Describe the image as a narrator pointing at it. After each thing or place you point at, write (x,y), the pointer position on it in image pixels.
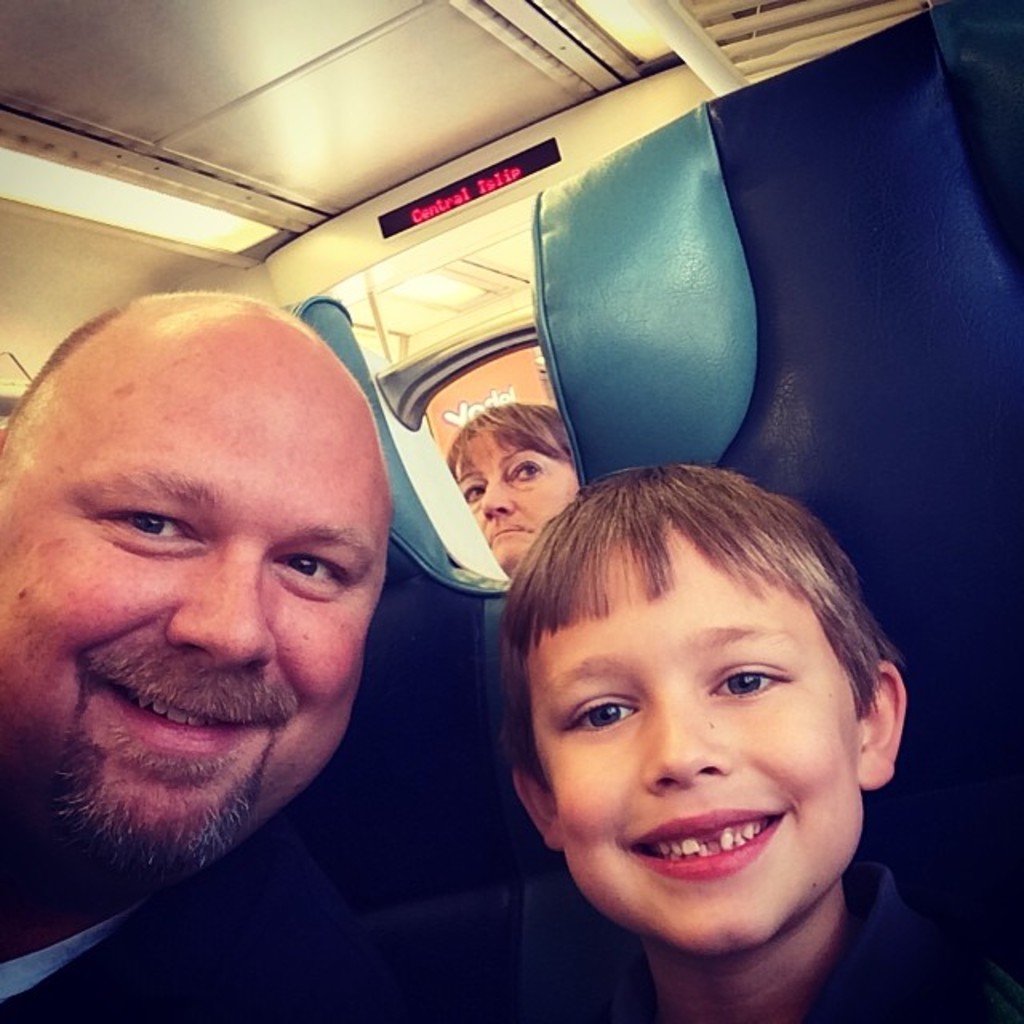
In this image I can see a man (254,693), a boy (705,651) and I can see both of them are smiling. In the background (455,462) I can see a woman (511,436), an orange colour board (445,392), a black colour board (458,198) and on these boards (405,222) I can see something is written. I can also see two lights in the background (1,155).
